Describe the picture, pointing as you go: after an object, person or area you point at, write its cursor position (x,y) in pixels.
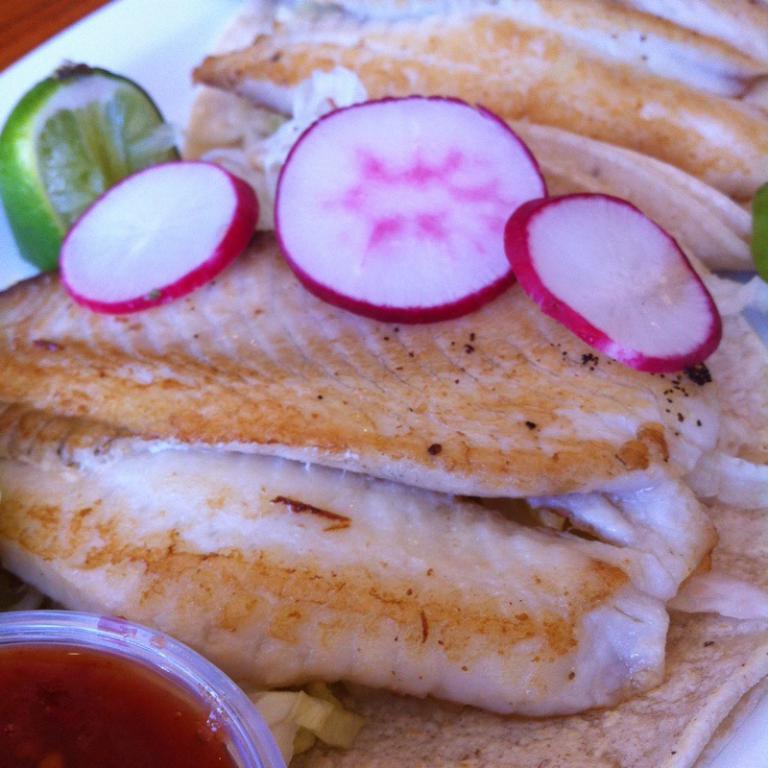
In this image I can see a plate (159,107) which consists of meat (383,471) and some other food items (310,224). At the bottom (62,698) there is a bowl (168,670).
